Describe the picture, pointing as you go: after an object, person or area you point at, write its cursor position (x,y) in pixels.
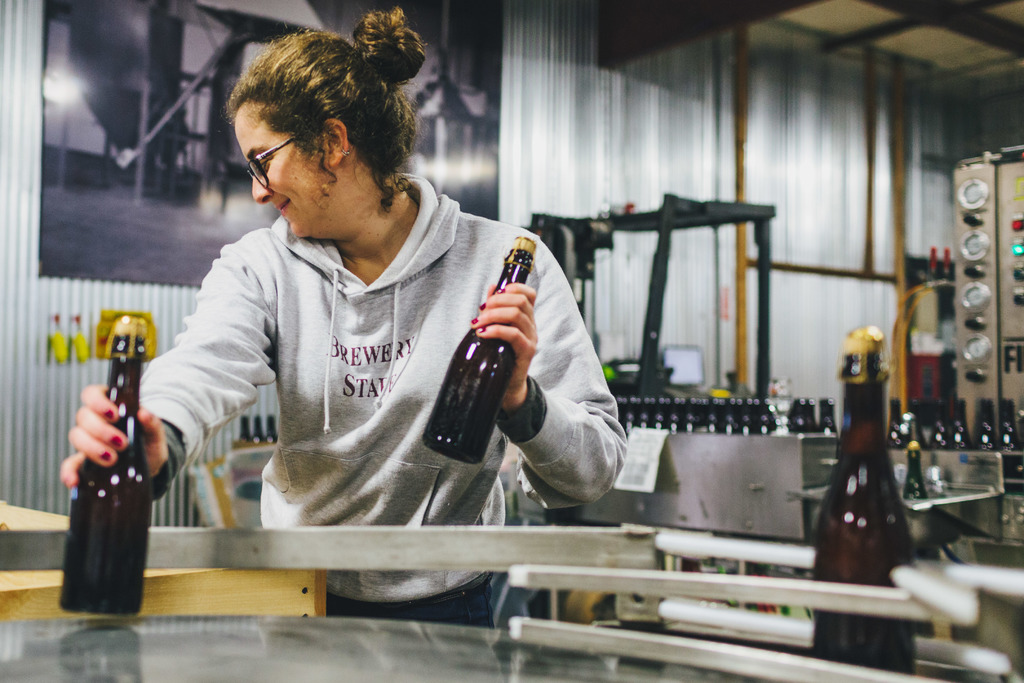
In this image I can see a woman (403,40) is holding two bottles (524,254), I can also see smile (285,212) on her face (282,210) and she is wearing a specs (275,146). In the background (735,412) I can see number of bottles (820,413).
